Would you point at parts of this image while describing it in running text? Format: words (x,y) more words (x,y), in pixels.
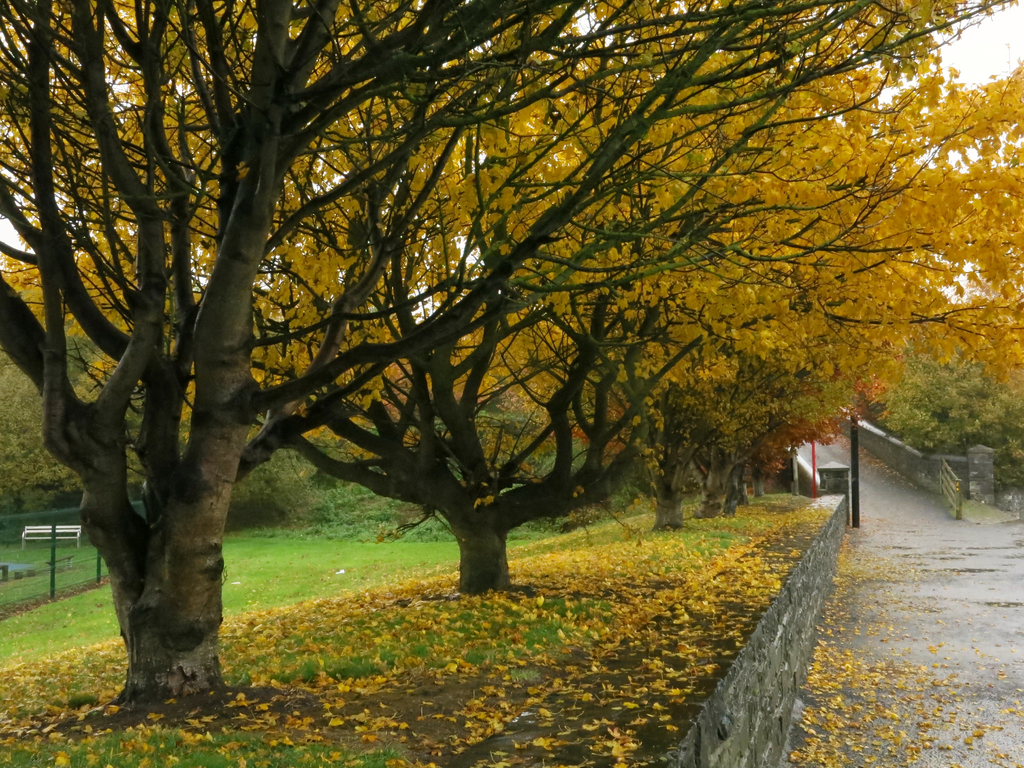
In this image we can see few trees (502,320) with leaves (896,282), there is a bench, grass (248,572) and there is a pole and a metal object (951,477) looks like a gate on the road (877,462) and the sky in the background (959,50).
